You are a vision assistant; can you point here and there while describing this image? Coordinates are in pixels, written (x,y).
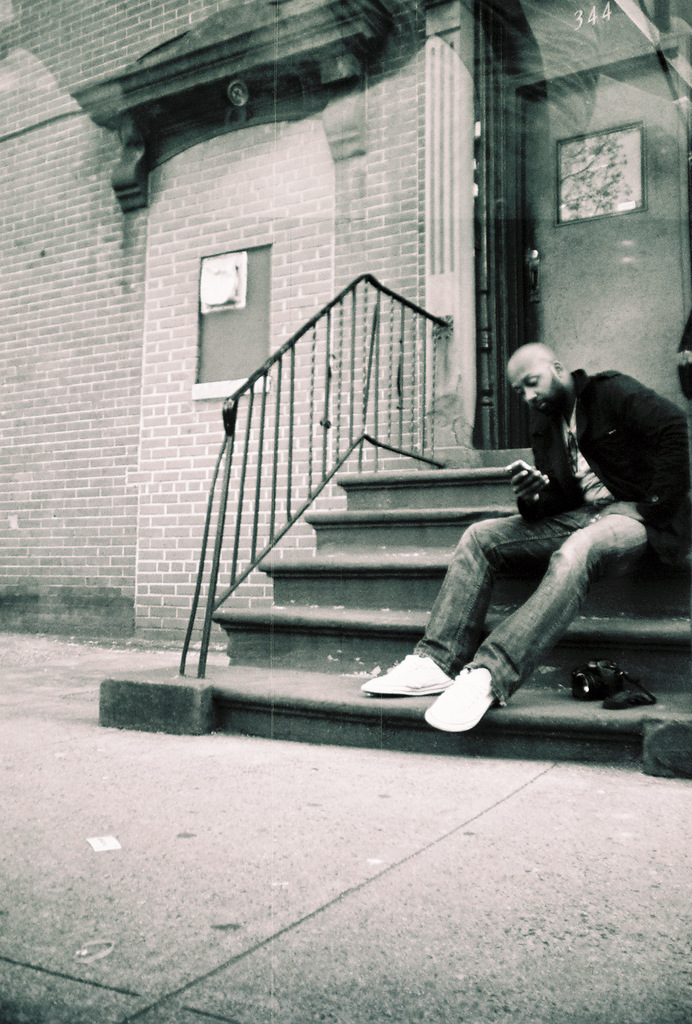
In the center of the image (438,636) we can see, one person (562,500) sitting on the staircase (401,483) and holding some object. In the background (414,301) there is a building (314,121), brick wall (258,211), glass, window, photo frame (583,188), fence (227,407) and staircase (358,517).
